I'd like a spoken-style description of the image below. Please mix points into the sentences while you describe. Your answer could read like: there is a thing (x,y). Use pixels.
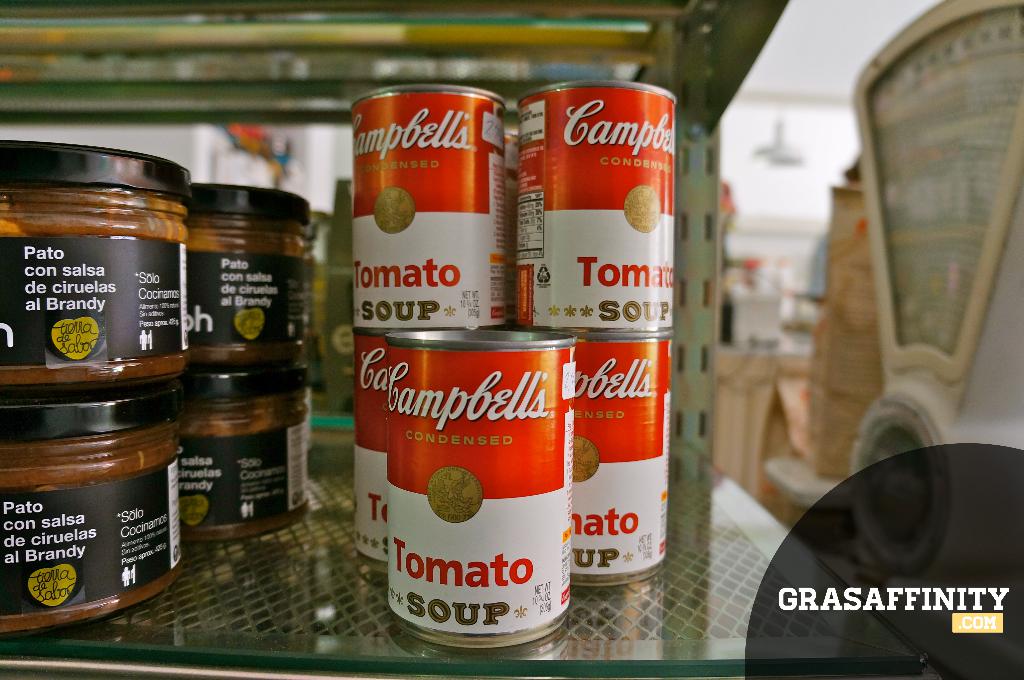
In this picture I see few boxes (181,283) and few cans (482,226) and I see something is written on it and these boxes (231,238) and cans (370,438) are on the glass (299,599) and on the right side of this image (852,227) I see few things (882,241) and in the background (275,106) I see that it is blurred. I can also see that there is a watermark (858,581) on the right bottom corner of this image (883,583).
